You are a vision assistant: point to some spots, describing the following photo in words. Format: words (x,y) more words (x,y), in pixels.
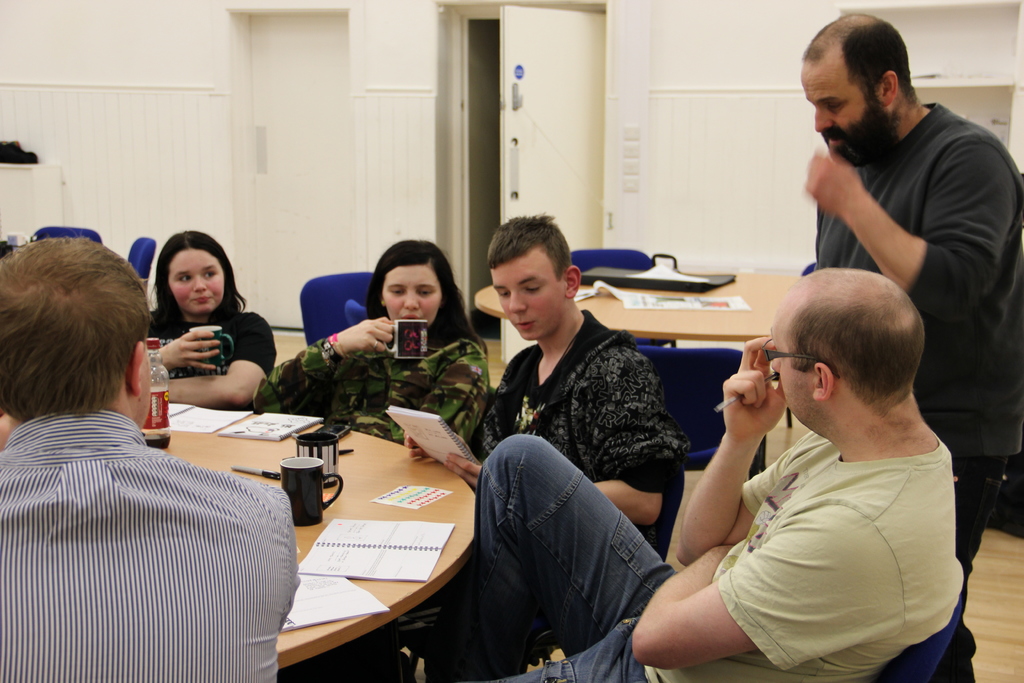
In this image we can see a group of people (544,446) inside a building (974,591). Among them few people (542,445) are sitting and some are standing and few people (430,367) hold an object (432,432). There are few chairs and tables (376,476) in the image. Behind the persons (172,262) we can see a wall (195,213) with two doors (535,203).
